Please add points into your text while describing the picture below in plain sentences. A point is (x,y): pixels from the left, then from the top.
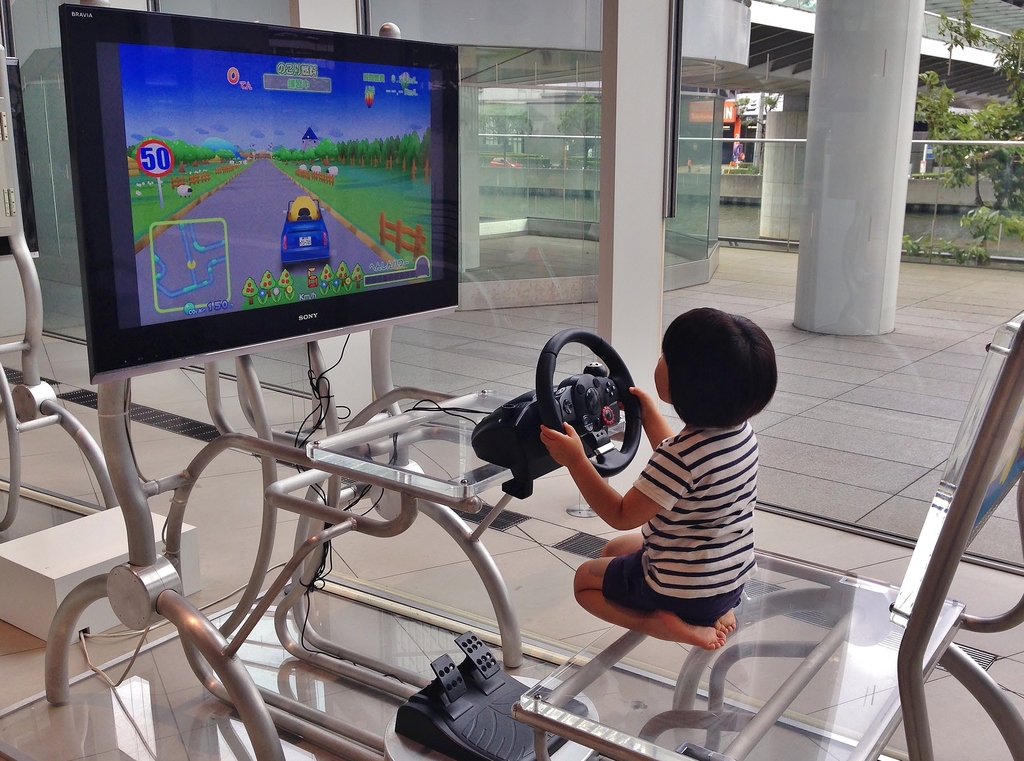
In the image in the center (676,441), we can see one kid (705,482) holding steering wheel (545,411). And we can see one monitor (304,292), tables (484,410) and a few other objects (486,735). In the background (885,9) there is a building (516,59), pillars (885,9), trees (970,180), banners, plants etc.
